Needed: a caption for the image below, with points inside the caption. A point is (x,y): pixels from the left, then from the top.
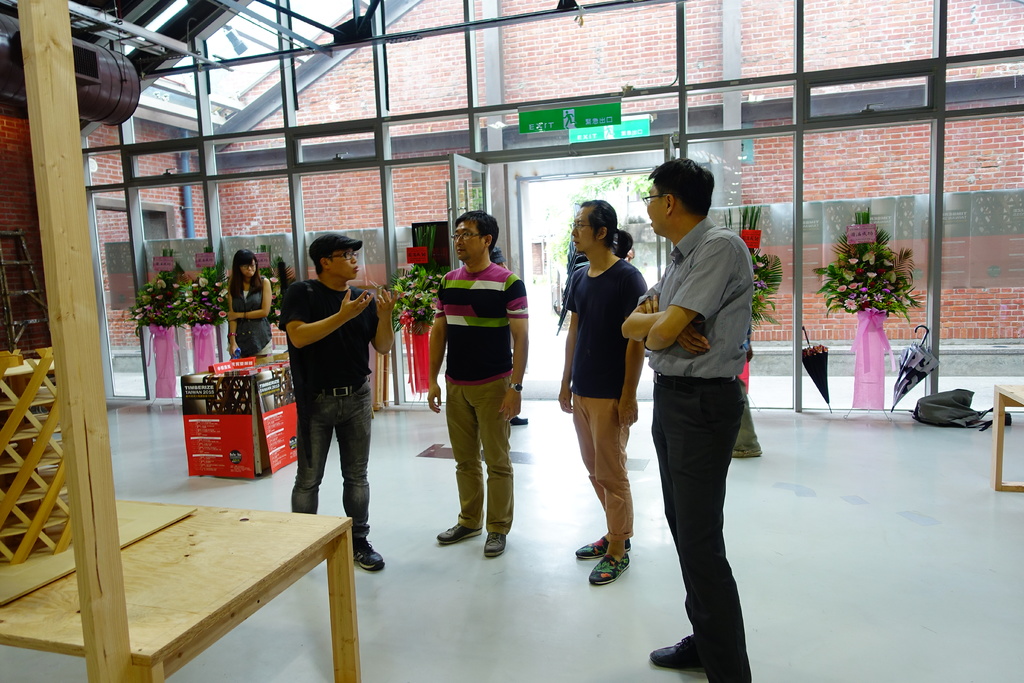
In this image there are four people (353,397) standing and talking with each other, around them there are some objects (276,527), behind them there is a door entrance (556,233), near the door (649,232) there is a glass wall (420,191), on the other side of the glass wall (332,191) there is a brick wall (317,206), behind the person (330,320) there is a woman (253,323) standing.
